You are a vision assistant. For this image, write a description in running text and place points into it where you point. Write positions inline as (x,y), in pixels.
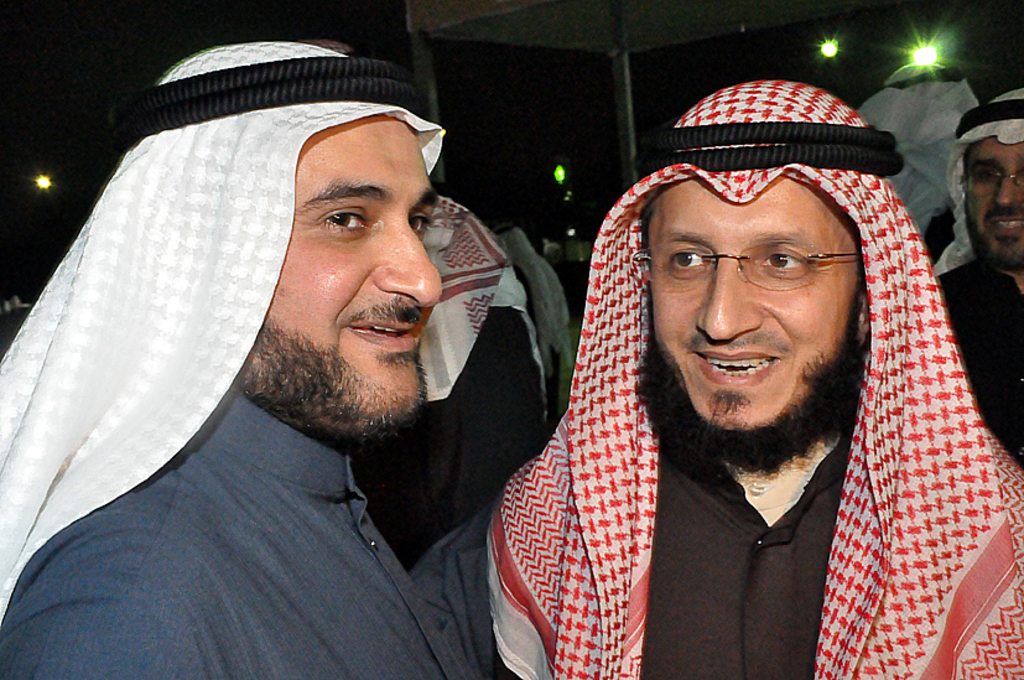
This image consists of many people (407,468) all are wearing headgear (70,497). In the front (699,629), the man (699,629) is wearing black dress (711,619). In the background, there are lights (932,41).
